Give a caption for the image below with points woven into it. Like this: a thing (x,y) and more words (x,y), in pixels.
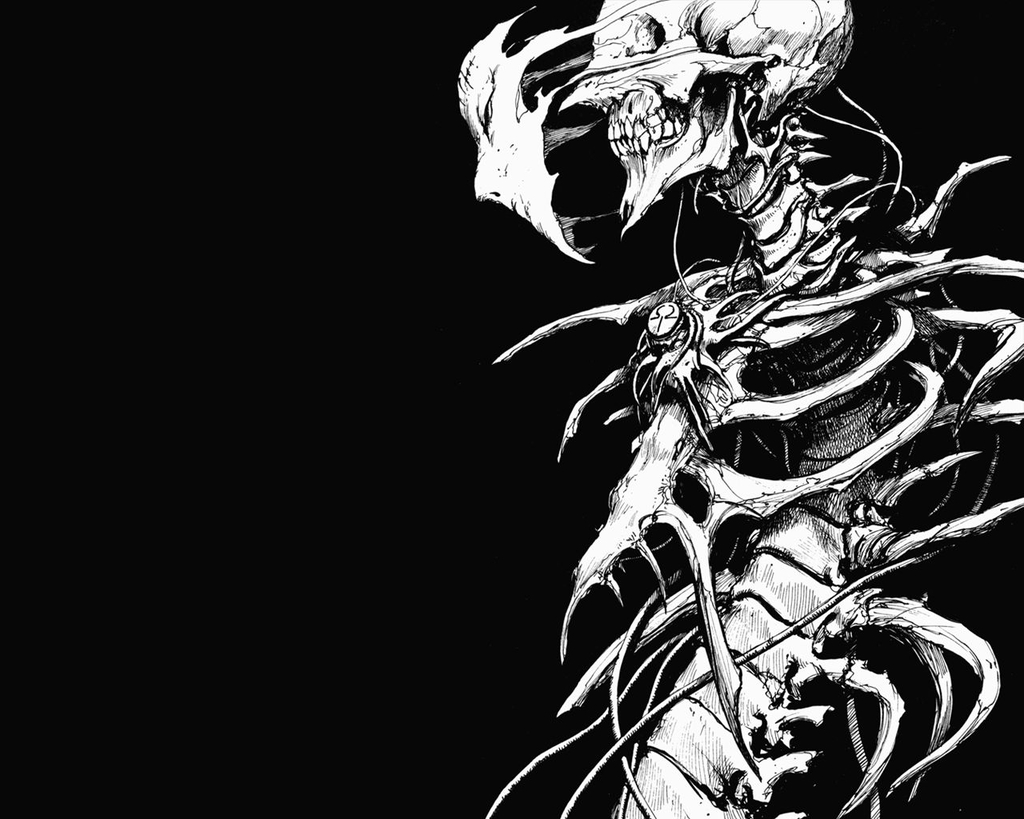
In this picture, it seems to be, it is a black and white animated image, it looks like there is a demon (642,462) in the image.
